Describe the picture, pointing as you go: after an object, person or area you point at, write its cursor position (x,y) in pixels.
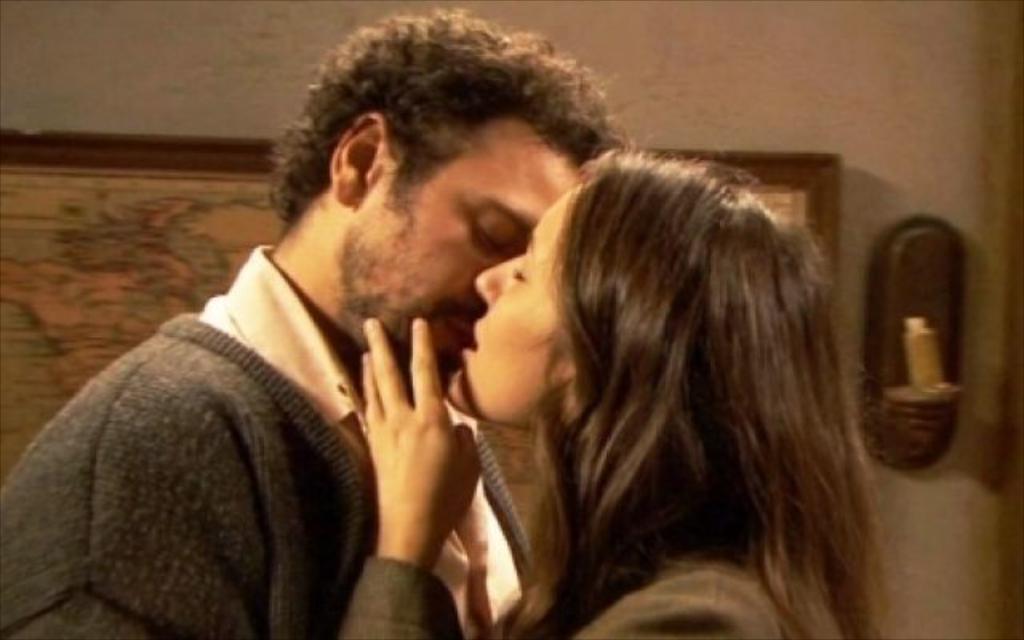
In this image there is a person (357,307) and a girl (538,360) kissing each other, behind them there is a frame (674,152) hanging on the wall (761,145), beside the frame (776,156) there is an object (906,271).
